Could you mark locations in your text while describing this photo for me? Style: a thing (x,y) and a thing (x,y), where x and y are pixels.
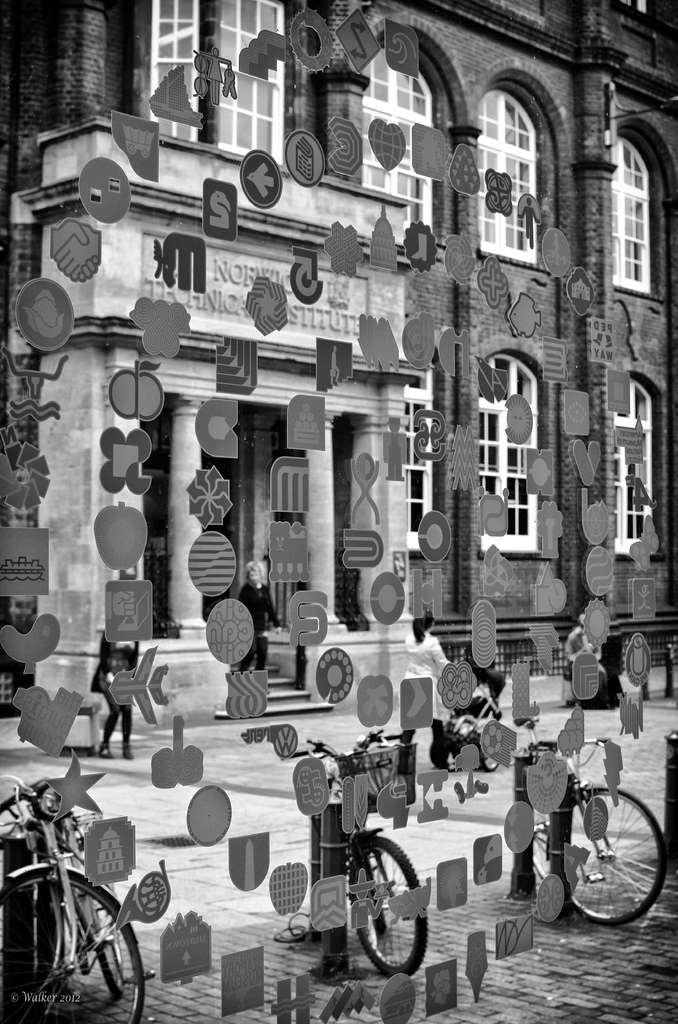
This is a black and white image. These are the stickers (543,764), which are attached to the glass (159,850). I can see three bicycles (617,837), which are parked. This is the building (597,164) with windows (620,274) and pillars (187,424). Here is the woman (425,670) holding a stroller (479,714) and walking on the road (559,719). I can see few people (127,650) standing.
